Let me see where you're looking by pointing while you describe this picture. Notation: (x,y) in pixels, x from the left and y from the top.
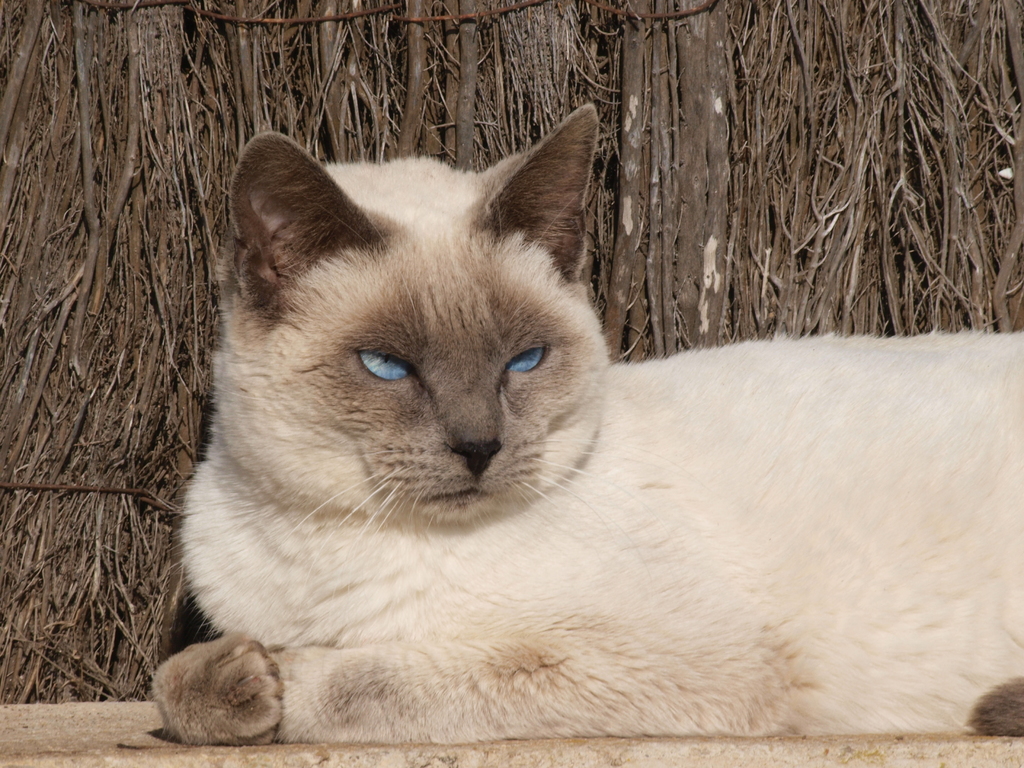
In the center of the image (399,450) we can see a cat (805,593). In the background (746,190) there are twigs (98,425).
